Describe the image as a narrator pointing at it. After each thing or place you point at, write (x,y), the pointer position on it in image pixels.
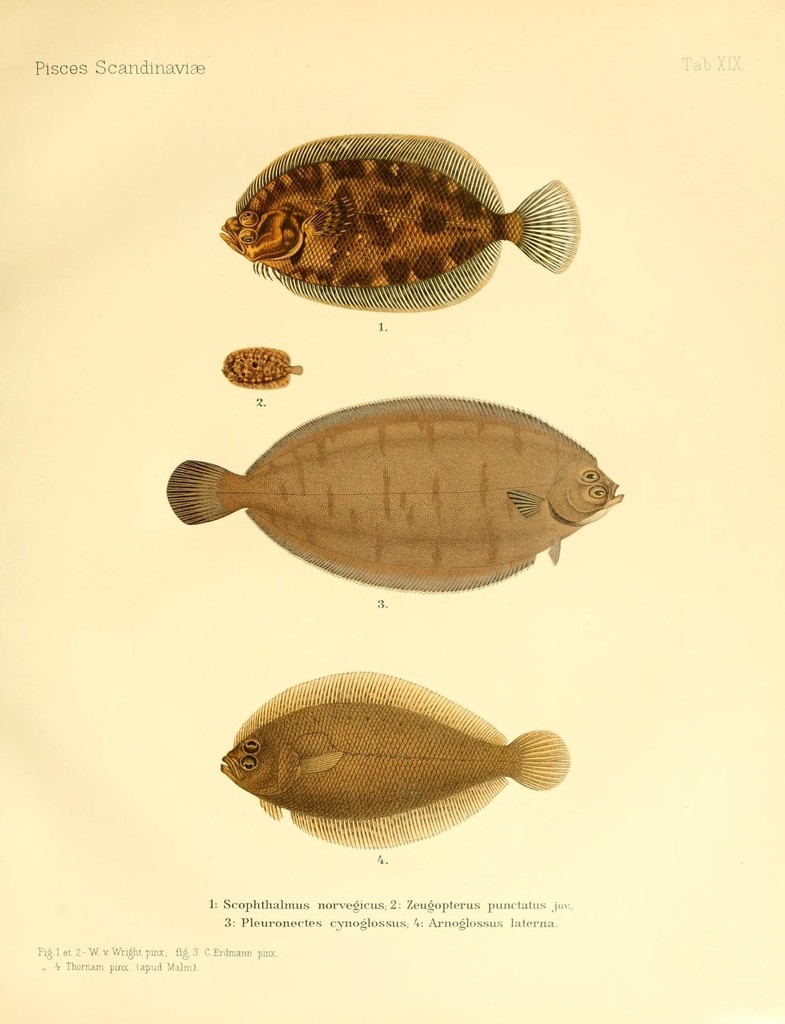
In this picture I can see there are few fishes (521,738) and there is something written at the bottom of the image (471,927).
